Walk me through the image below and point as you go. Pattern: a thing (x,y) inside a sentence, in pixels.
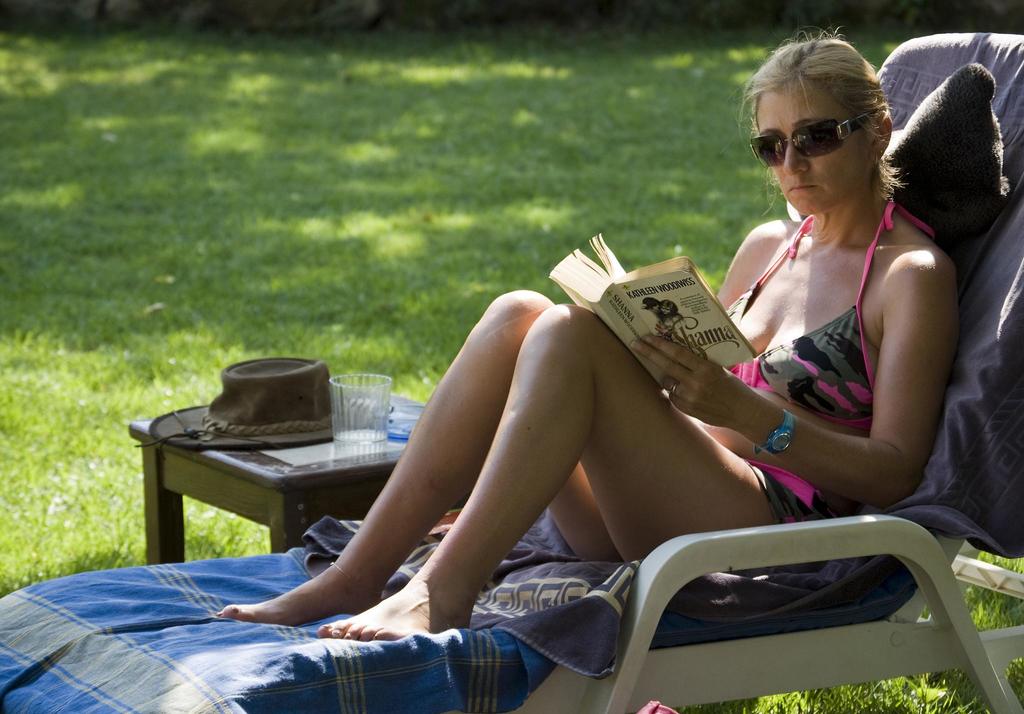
There is a woman (893,473) sitting on the chair (861,525). She has goggles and she is holding a book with her hands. Here we can see clothes (576,659), table (306,525), hat (189,440), and a glass (382,405). This is grass (396,208).
